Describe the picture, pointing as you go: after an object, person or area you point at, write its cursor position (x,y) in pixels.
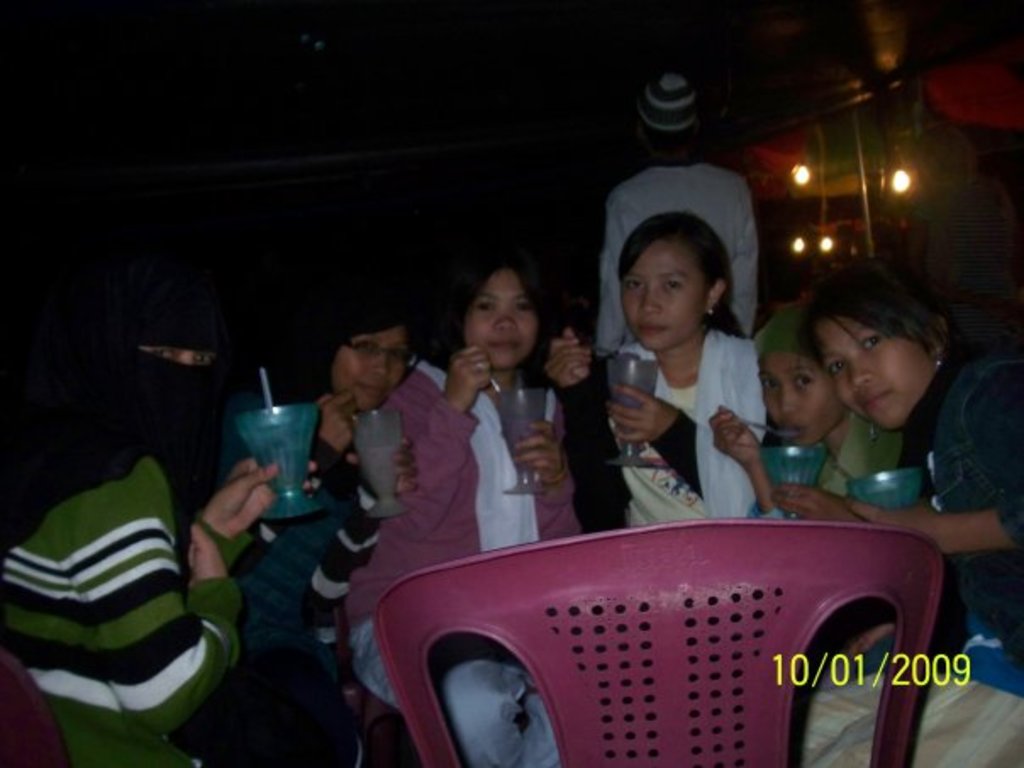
In this image there are group of persons (632,419) sitting, the persons (449,447) are holding an object (823,457), there is a person (943,460) truncated towards the right of the image (1002,491), there is a person (133,518) truncated towards the left of the image (129,464), there is a chair (589,644) truncated towards the bottom of the image (679,664), there is an object (17,709) truncated towards the left of the image (27,755), there is a number (833,674) on the image, there is a person (633,207) standing, there are lights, there is the roof (644,44) truncated towards the top of the image (439,67), the background of the image (390,209) is dark.
